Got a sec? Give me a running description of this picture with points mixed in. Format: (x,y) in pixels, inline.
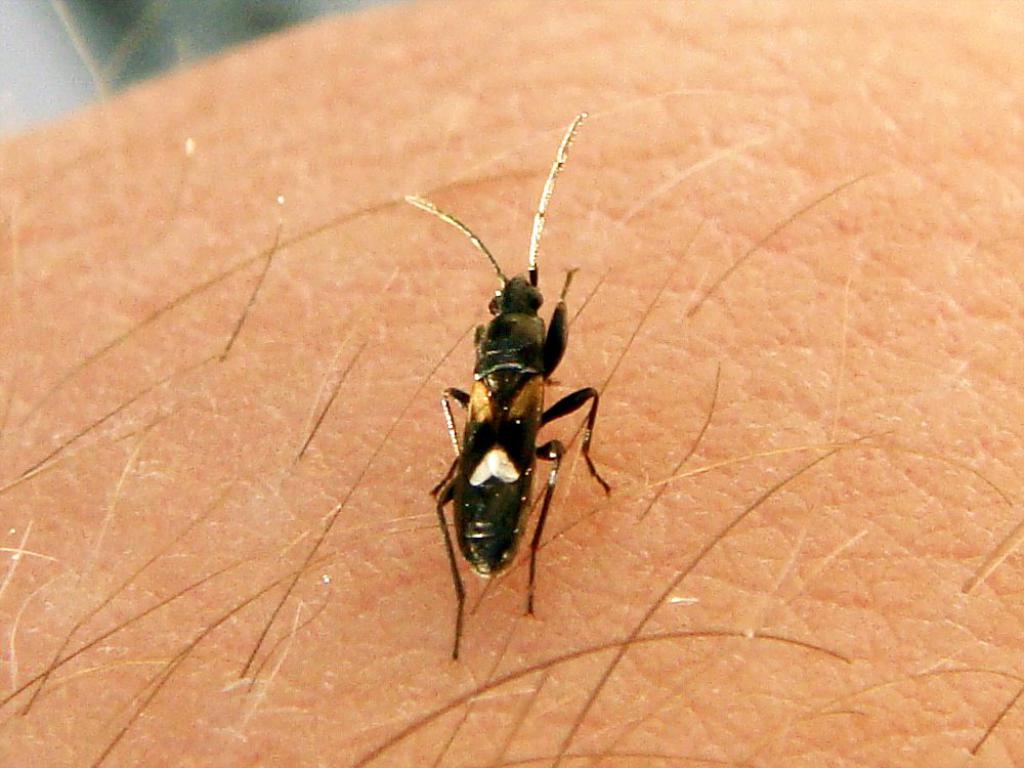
In the image in the center (459,495), we can see one insect (461,508), which is in black color.
